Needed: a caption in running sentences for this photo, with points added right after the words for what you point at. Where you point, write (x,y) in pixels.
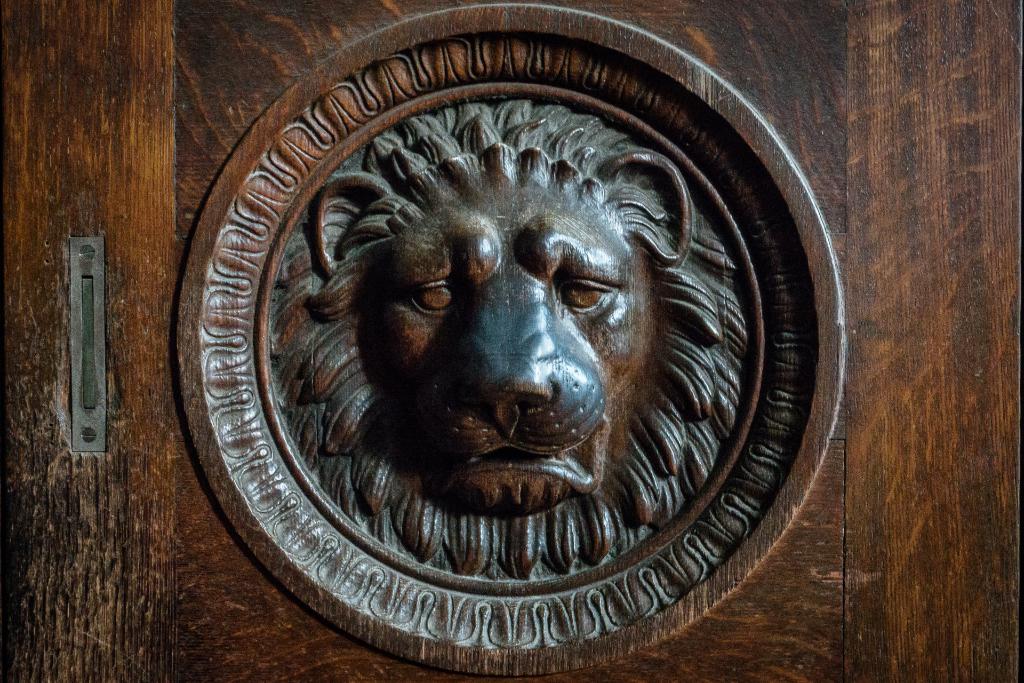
In the picture there is a wooden door (943,575), on the door (672,485) there is an architecture of a lion face (581,380) present.
